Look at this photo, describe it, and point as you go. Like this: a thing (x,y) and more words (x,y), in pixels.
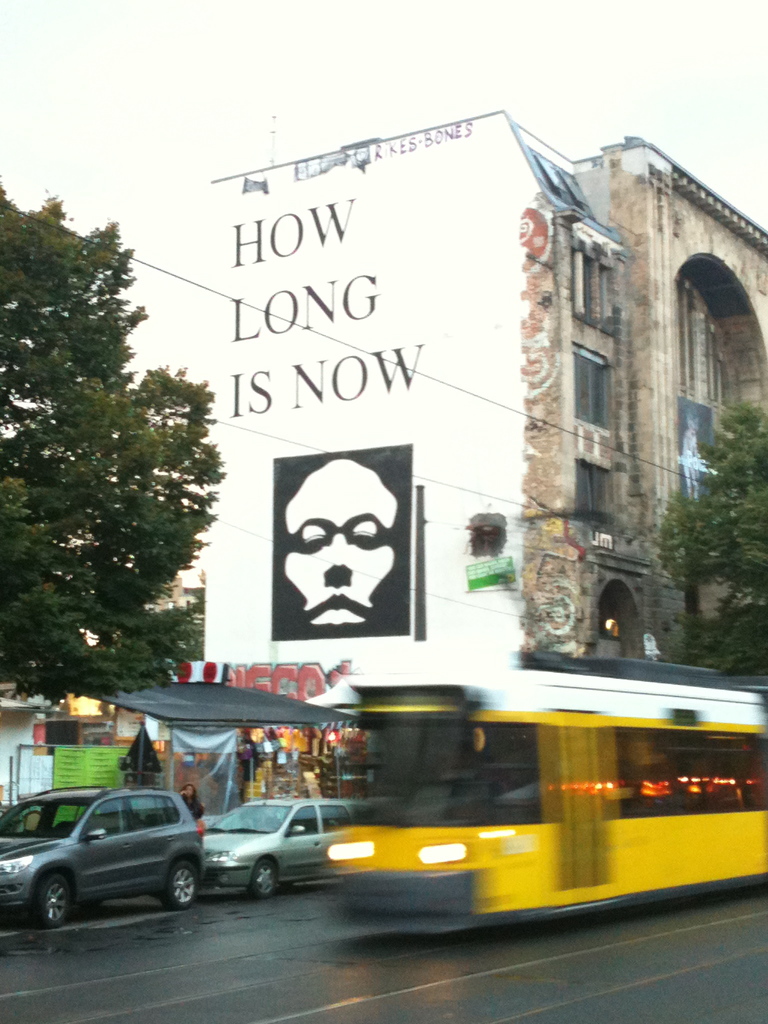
There is an yellow color vehicle (692,813) on the road (537,947) near other two vehicles (132,824). In the background (240,701), there is a black color tent (230,698) near a tree (112,552). There is a building (558,409) which is having white color wall (511,260). On which, there is a painting (320,521), there are trees (141,641) and there is sky (203,80).
